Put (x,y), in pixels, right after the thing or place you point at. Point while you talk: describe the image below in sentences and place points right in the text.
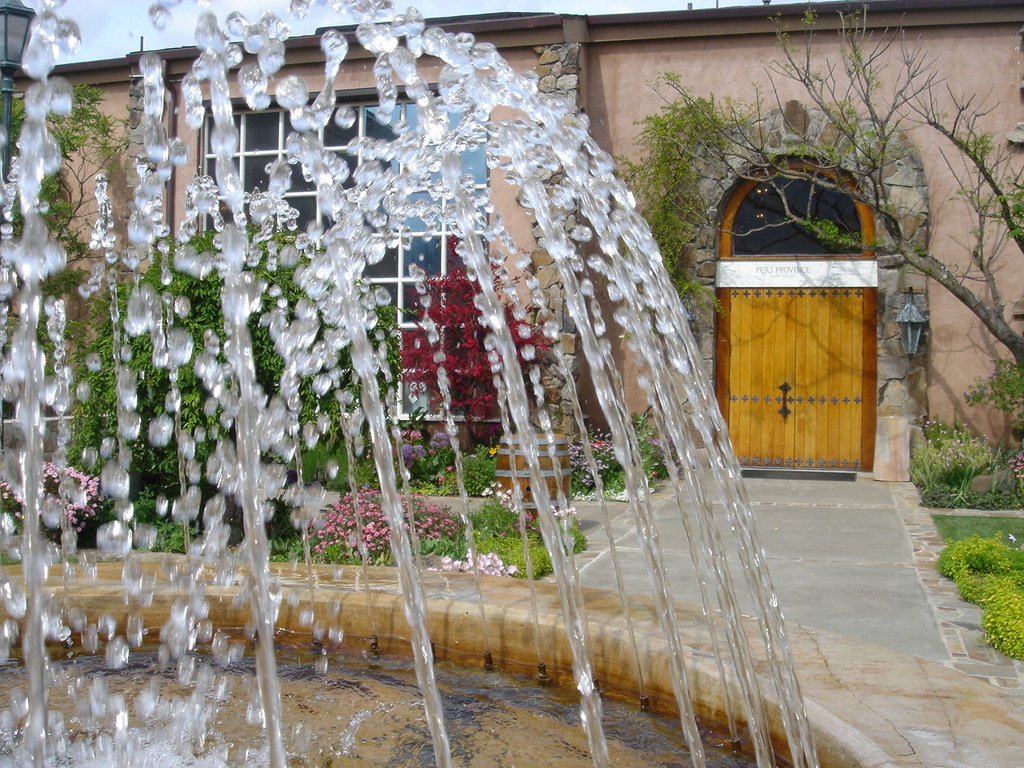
In this image I can see a water fountain (34,743) in the front (635,746). In the centre of the image (662,497), I can see a path (730,573) and on the both sides of the path (858,516) I can see number of plants (955,436), grass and few trees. In the background (998,24) I can see a building (708,276), a door (735,328) and above the door (840,290), I can see something is written on the white colour board (816,283). On the top left side of the image (137,38) I can see the sky (137,1).
